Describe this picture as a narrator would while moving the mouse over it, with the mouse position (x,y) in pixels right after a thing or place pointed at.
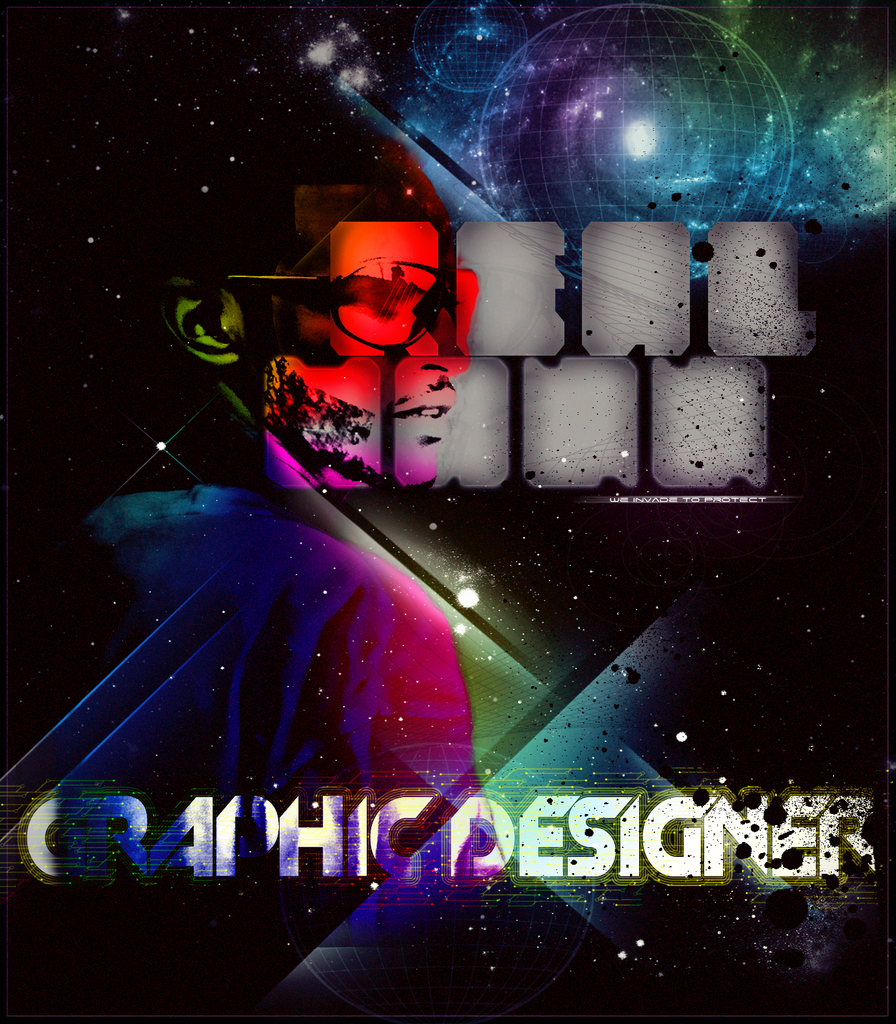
This is a graphic picture. Here we can see a person (233,760) and text (125,818) written on it.
